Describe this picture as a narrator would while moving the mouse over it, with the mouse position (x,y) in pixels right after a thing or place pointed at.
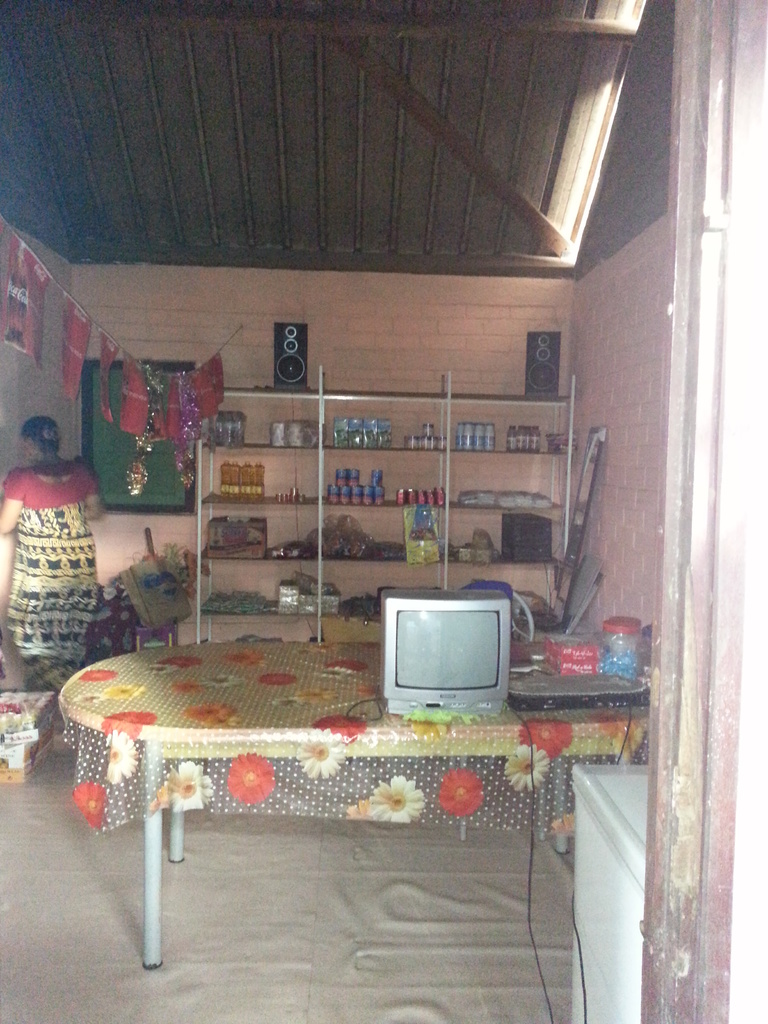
In this image I can see a woman (76,514) is standing. On this table (290,781) I can see a machine (513,680) and a television (468,650). In the background (248,484) I can see few speakers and few stuffs (238,442).
